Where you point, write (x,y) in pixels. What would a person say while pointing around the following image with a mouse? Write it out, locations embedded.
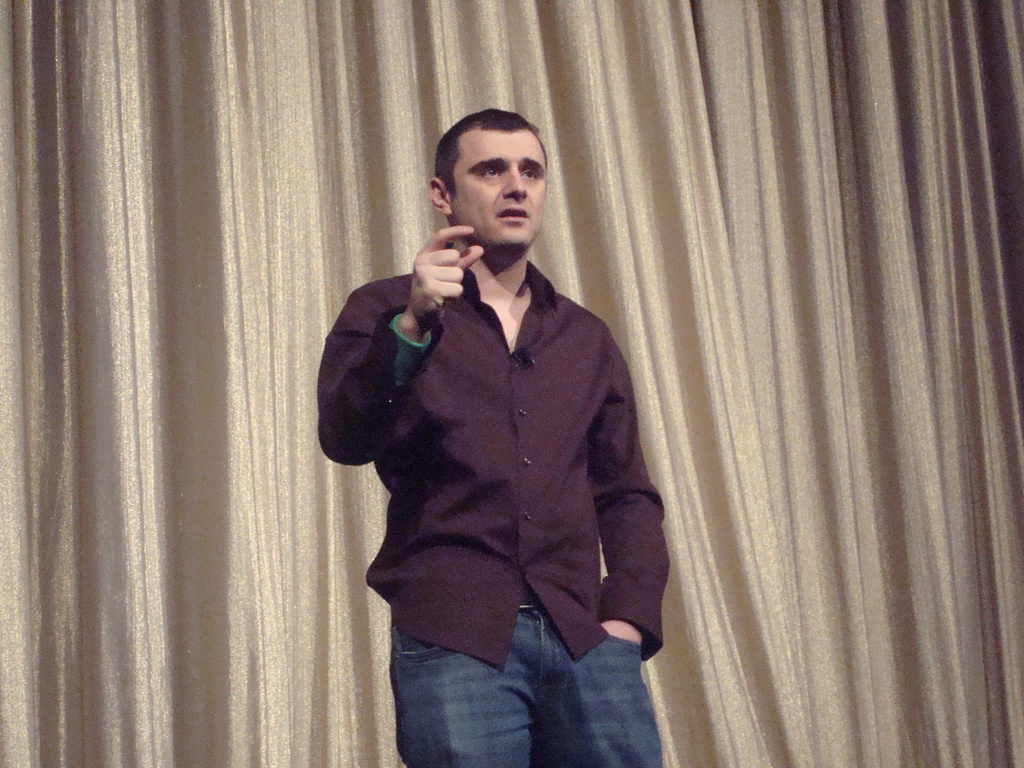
Here a man (559,408) is standing, he wore a shirt (527,452), jeans trouser (516,711) pointing his hand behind him there is a curtain (224,574).
